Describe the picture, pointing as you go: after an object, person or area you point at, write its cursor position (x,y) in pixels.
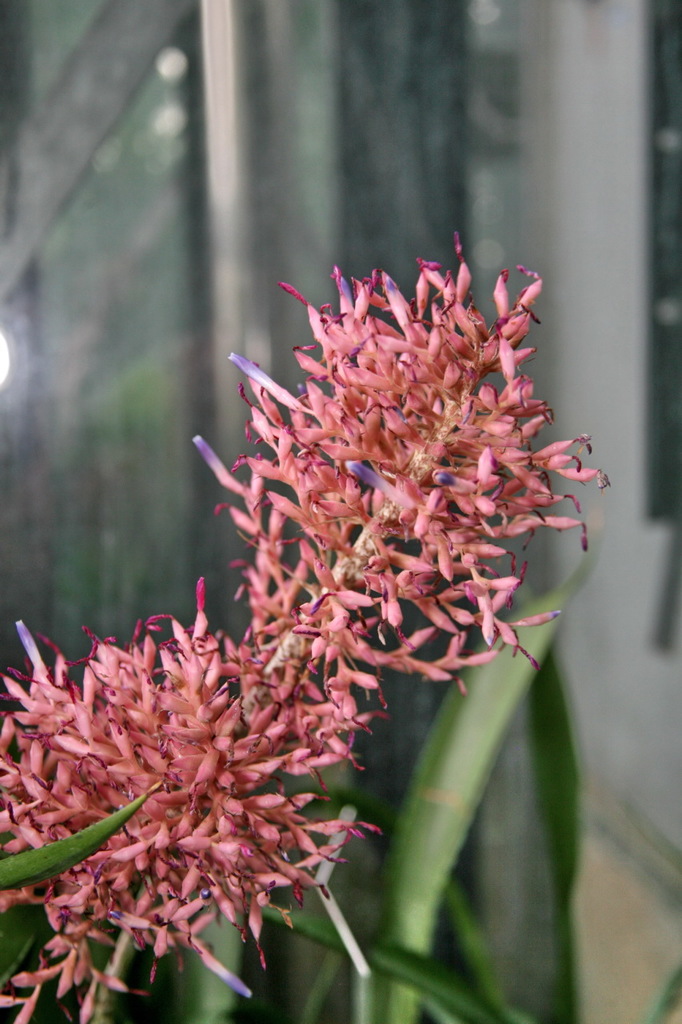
In this image I can see few red and purple color flowers (480,494) and the background (188,305) is blurred.
